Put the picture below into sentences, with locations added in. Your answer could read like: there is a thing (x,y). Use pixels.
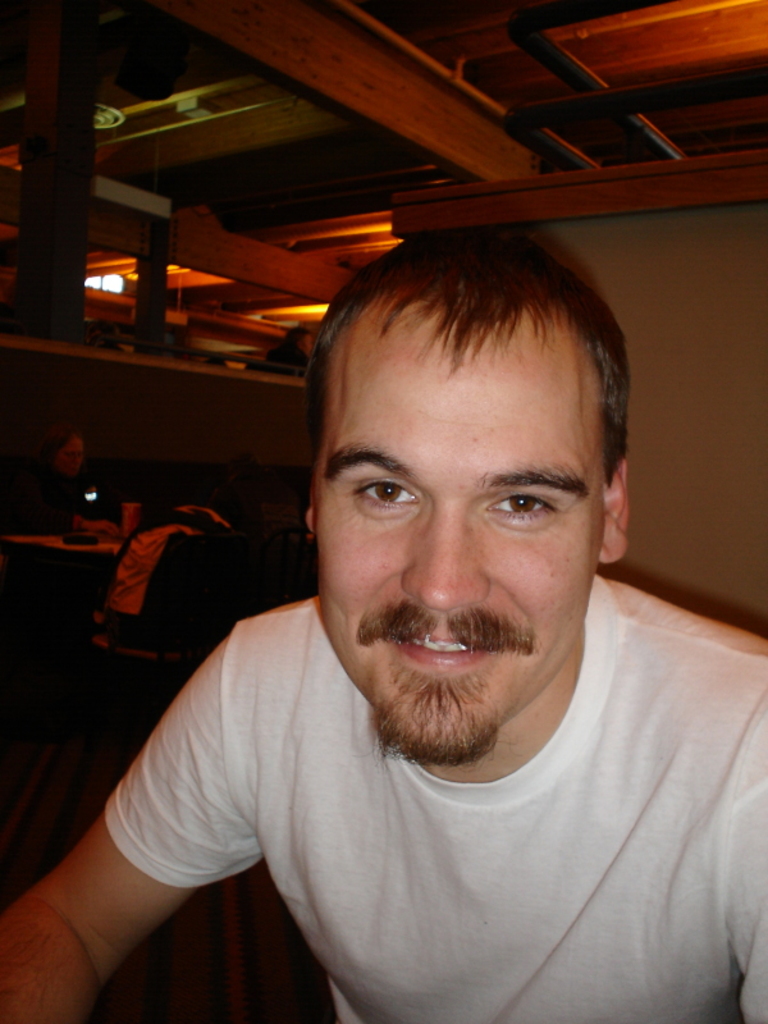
In this picture we can see a man (351,685) is smiling in the front (500,709), on the left side (26,532) there is another person (34,518) sitting in front of a table (119,532), we can see a bench (176,614) and a bag (159,568) in the middle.
